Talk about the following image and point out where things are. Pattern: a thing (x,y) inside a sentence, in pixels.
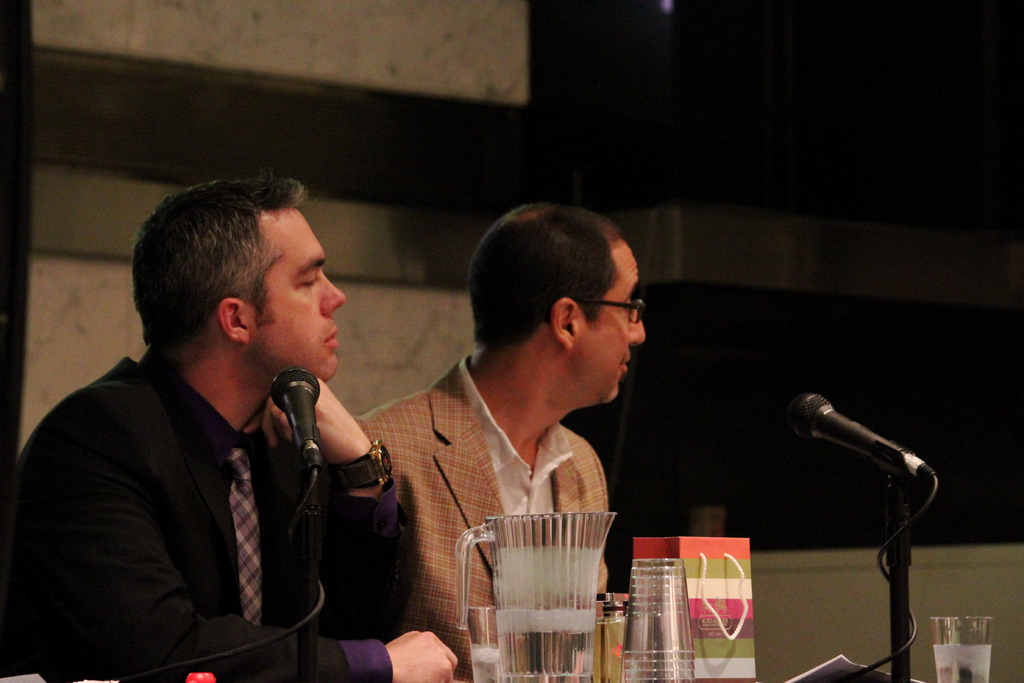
As we can see in the image there are mics (314,484), glasses (666,597) and two persons (433,385) sitting. There is wall (772,252) and the man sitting on the left side (262,446) is wearing black color jacket (215,542).
